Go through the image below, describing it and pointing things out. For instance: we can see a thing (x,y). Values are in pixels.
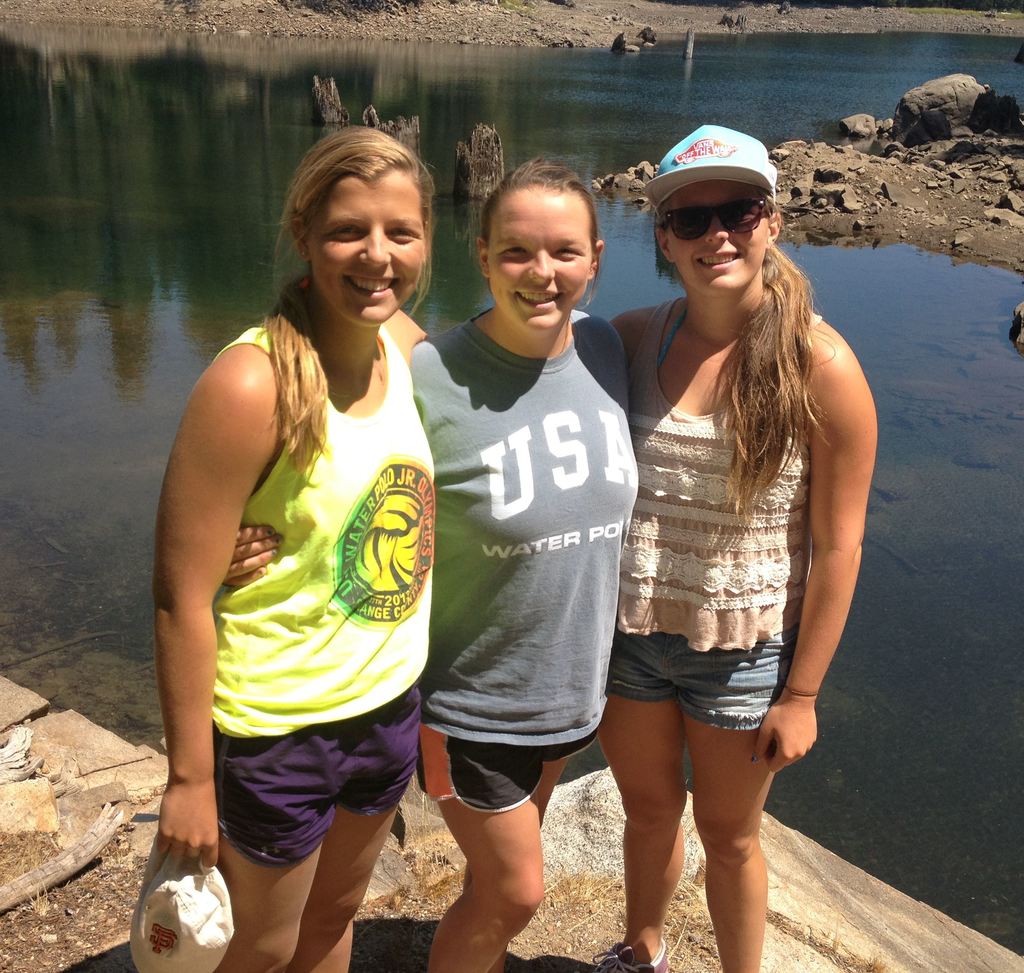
In the center of the image (425,440) we can see three people (660,342) standing and smiling. In the background (856,347) there is a river (525,146) and there are rocks (909,130).
